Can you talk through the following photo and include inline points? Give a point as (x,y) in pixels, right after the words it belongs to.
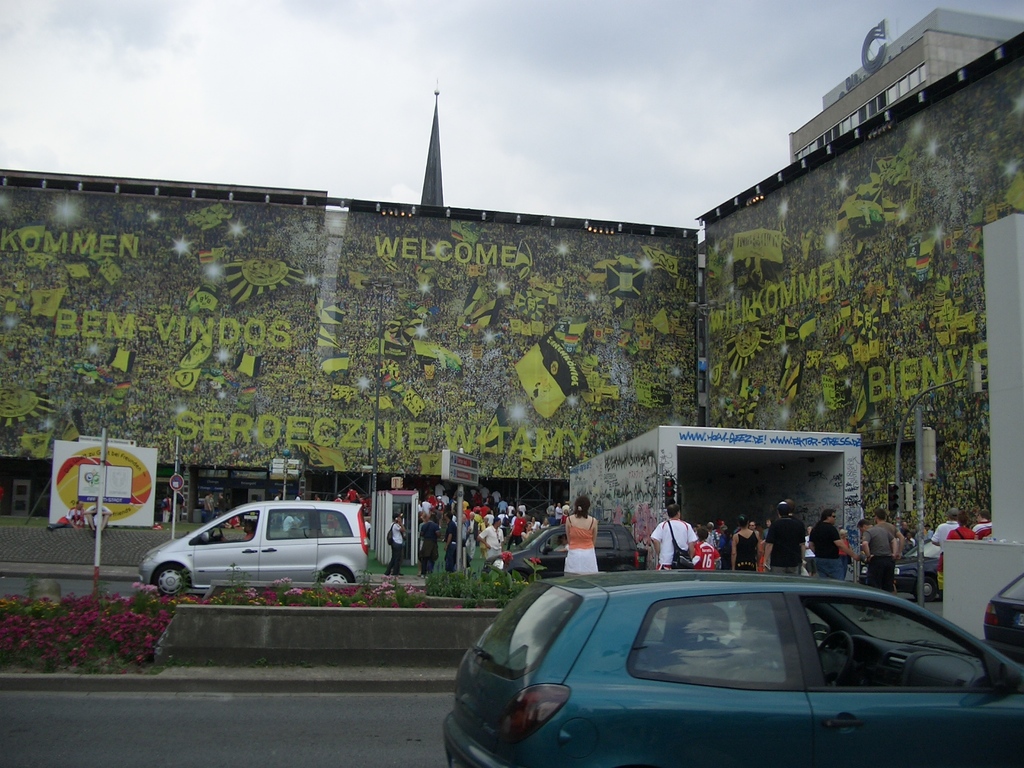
In this image we can see vehicles (266,539), plants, people (471,513), name boards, poles (282,469), wall (354,412) with painting (480,320) and other objects (954,592). In the background of the image (716,90) there is a building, sky (479,116) and an object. At the bottom of the image (553,657) there is a road (357,704) and a vehicle (753,685). On the right side of the image (987,575) it looks like a vehicle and an object (975,578).
